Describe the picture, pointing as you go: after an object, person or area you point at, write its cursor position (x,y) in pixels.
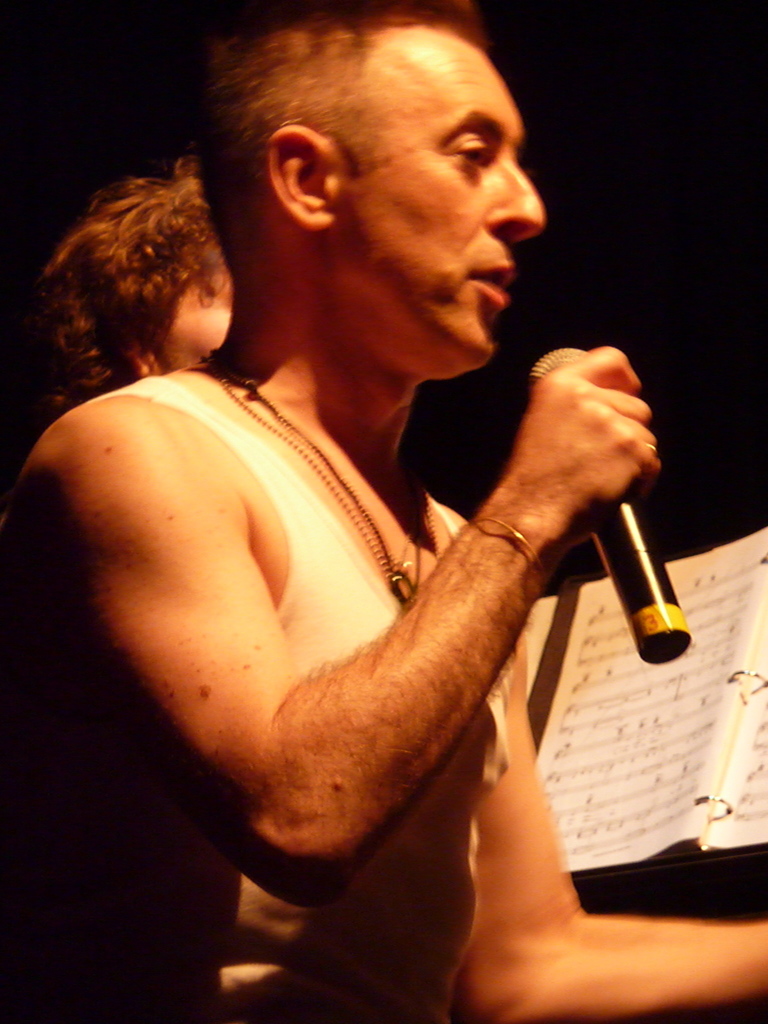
Here I can see a man (353,233) holding a mike (576,357) in the hand (596,466) and looking at the right side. It seems like he is singing a song. At the back (140,289) there is another person (125,310). On the right side (710,680), I can see a white color paper (681,694).
